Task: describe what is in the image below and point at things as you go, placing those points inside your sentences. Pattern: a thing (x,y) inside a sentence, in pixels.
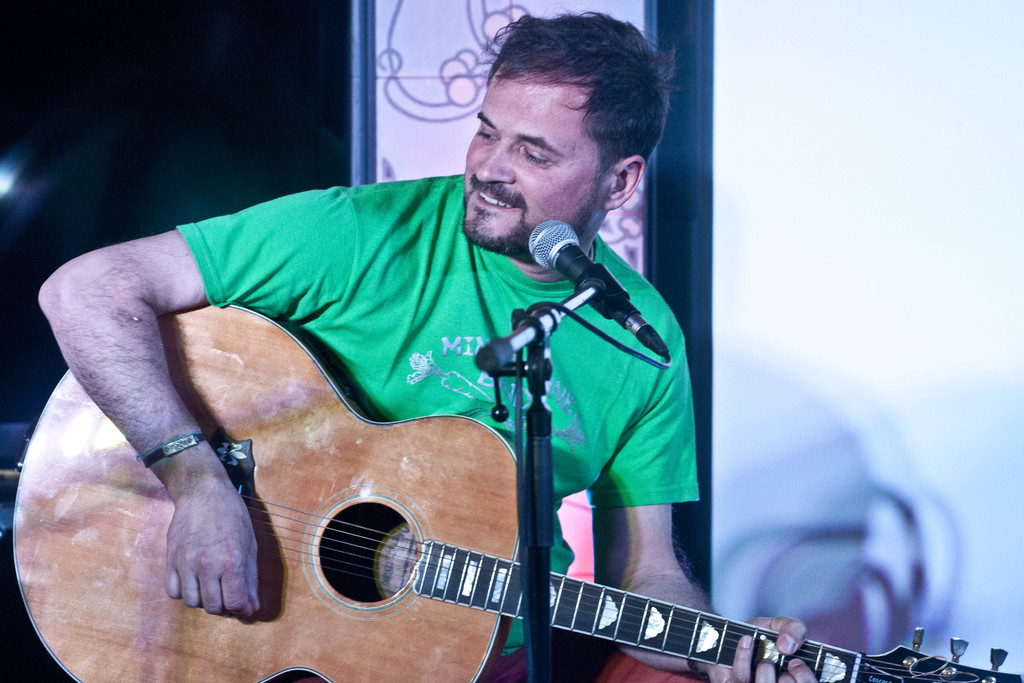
A man (417,257) with green color t-shirt (413,278) is sitting and he is playing guitar (365,507). In front of him there is a mic (586,270). He is smiling.
